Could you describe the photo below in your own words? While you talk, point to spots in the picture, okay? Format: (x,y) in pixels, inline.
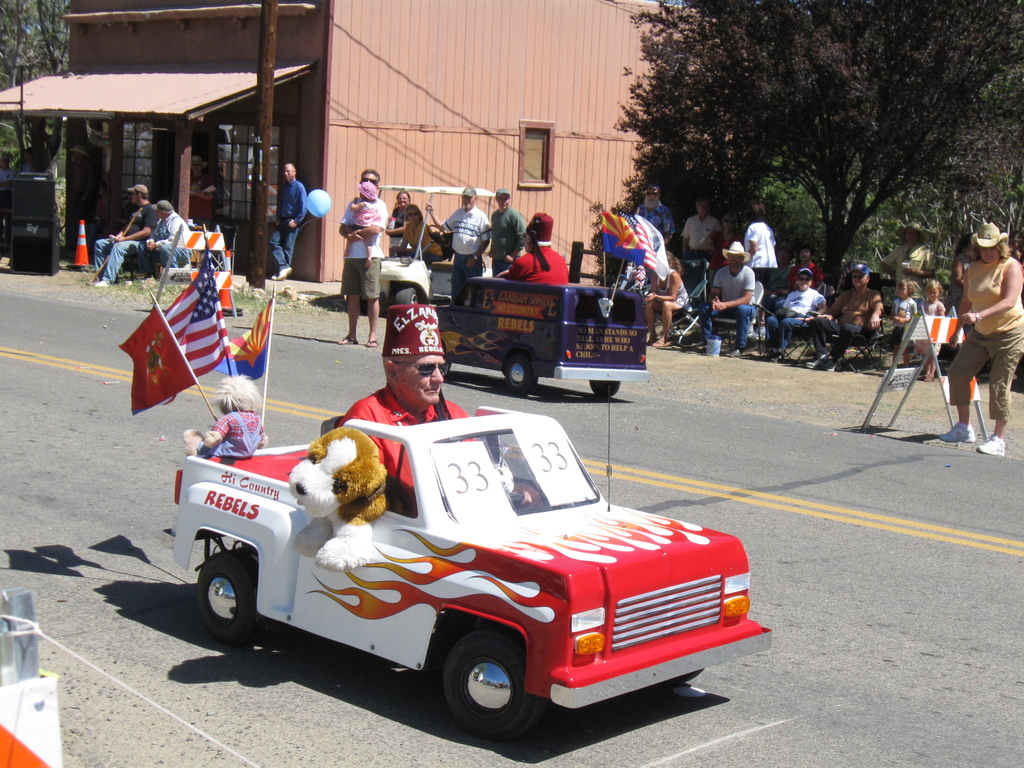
The man (369,398) in the middle of the picture (374,417) wearing a red T-shirt (389,450) is riding a red car (422,524). Behind him, we see a doll (245,426) and flags (170,389) which are in blue, white, red and yellow color. Beside that, we see people (401,234) standing. There are people (836,314) sitting on the chairs (882,314). The woman (964,423) on the right corner of the picture (974,322) wearing a yellow T-shirt (985,280) is holding a white board (894,387). There are trees (655,155) and a building (522,130) in brown color. It is a sunny day.
